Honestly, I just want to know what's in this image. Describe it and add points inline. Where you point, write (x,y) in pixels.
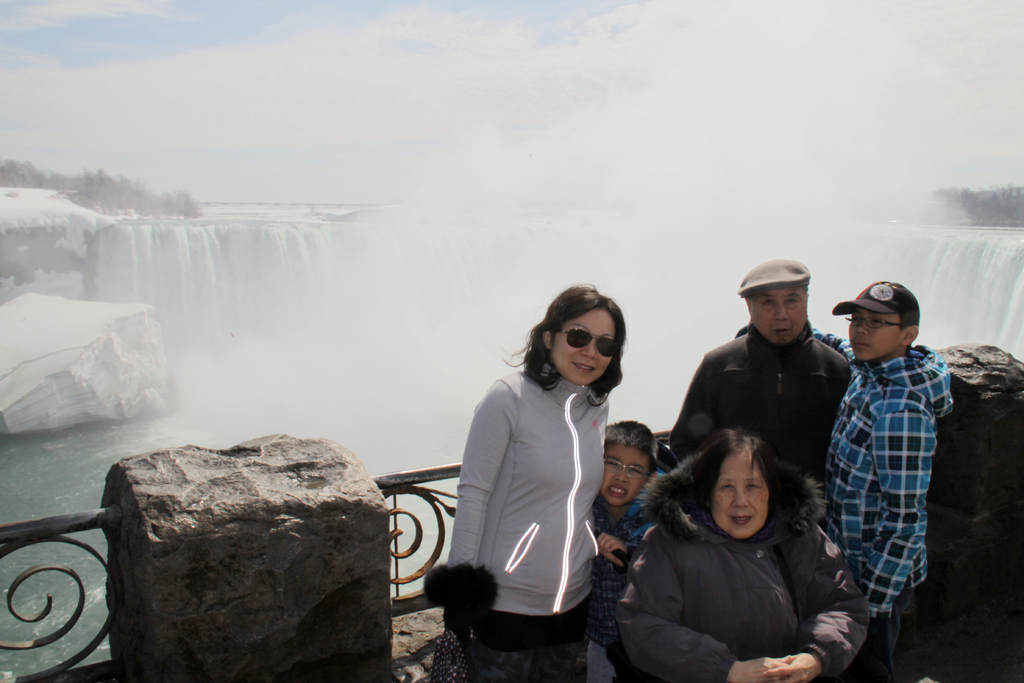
In this image there is a woman (538,438) wearing goggles (586,334). She is standing beside the boy (639,507). He is wearing spectacles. There is a person (754,339) wearing a cap (760,277). Before him there is a woman (748,582). Right side (902,419) there is a person (898,432) wearing spectacles (881,320) and a cap (882,298). Behind them there is a fence (119,507). There is a waterfall (503,259) from the rocks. Left side there is water (48,490). Background (34,164) there are trees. Top of the image (349,33) there is sky (464,69), having clouds (403,81).
